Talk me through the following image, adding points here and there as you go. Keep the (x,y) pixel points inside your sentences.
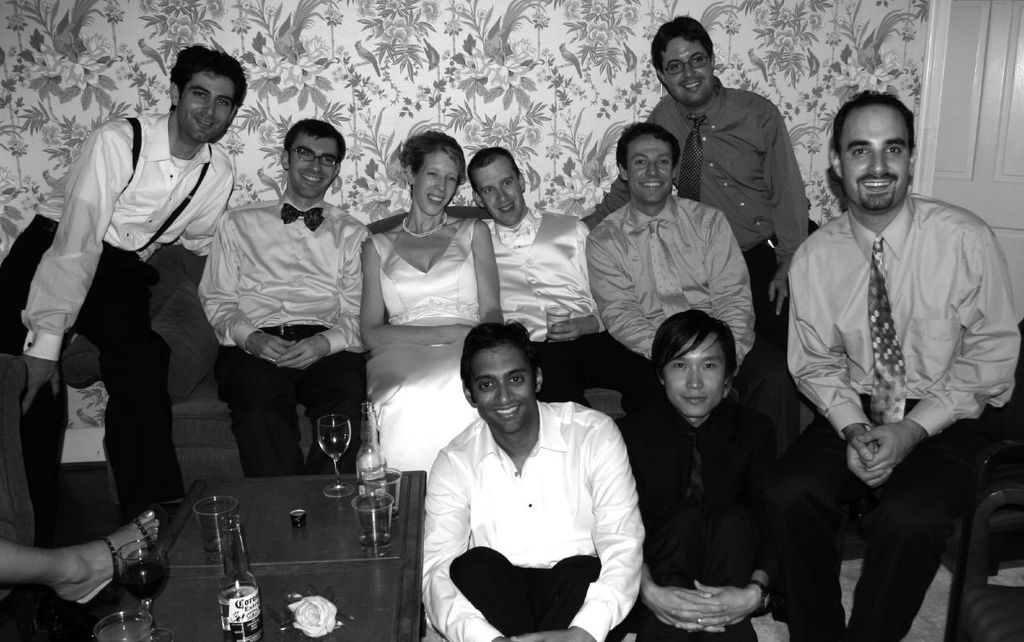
This is black and white image, in this image there is a table (251,550), on that table (356,590) there are glasses (381,526) and bottles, beside the table (380,602) there are two people (629,561) sitting on floor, in the background (465,402) there are people (723,273) sitting on a sofa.
